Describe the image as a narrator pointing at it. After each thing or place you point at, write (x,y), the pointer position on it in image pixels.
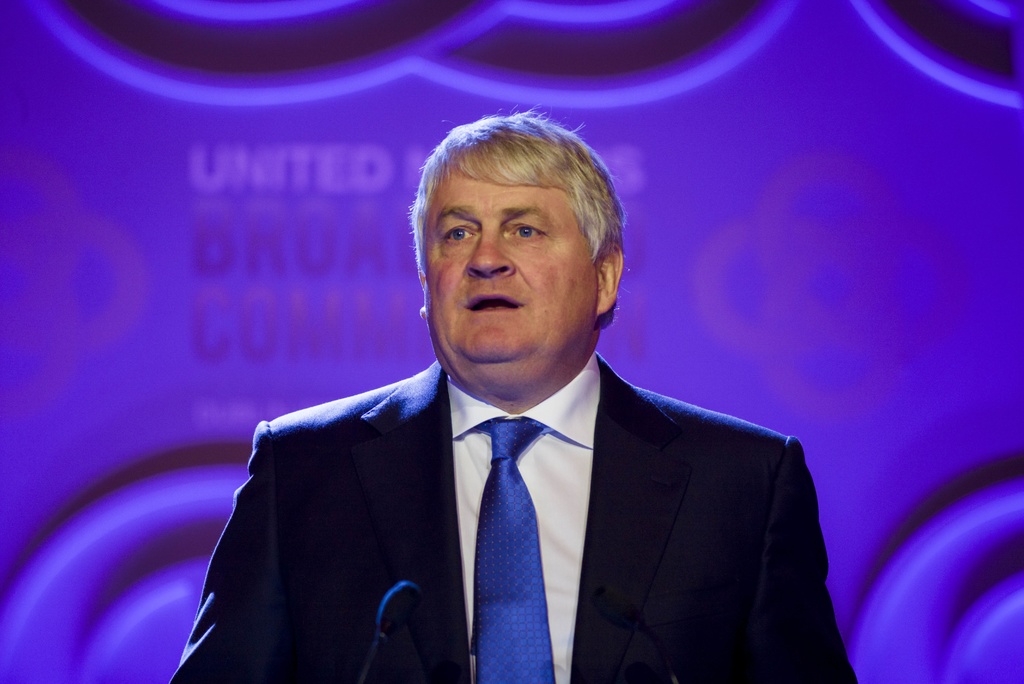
In the foreground of the picture (371,509) there is a man (609,502) wearing black suit (340,513) and blue tie (508,515), talking. In front of him there is a mic (381,615). In the background (823,253) there is a violet color hoarding (375,159).
